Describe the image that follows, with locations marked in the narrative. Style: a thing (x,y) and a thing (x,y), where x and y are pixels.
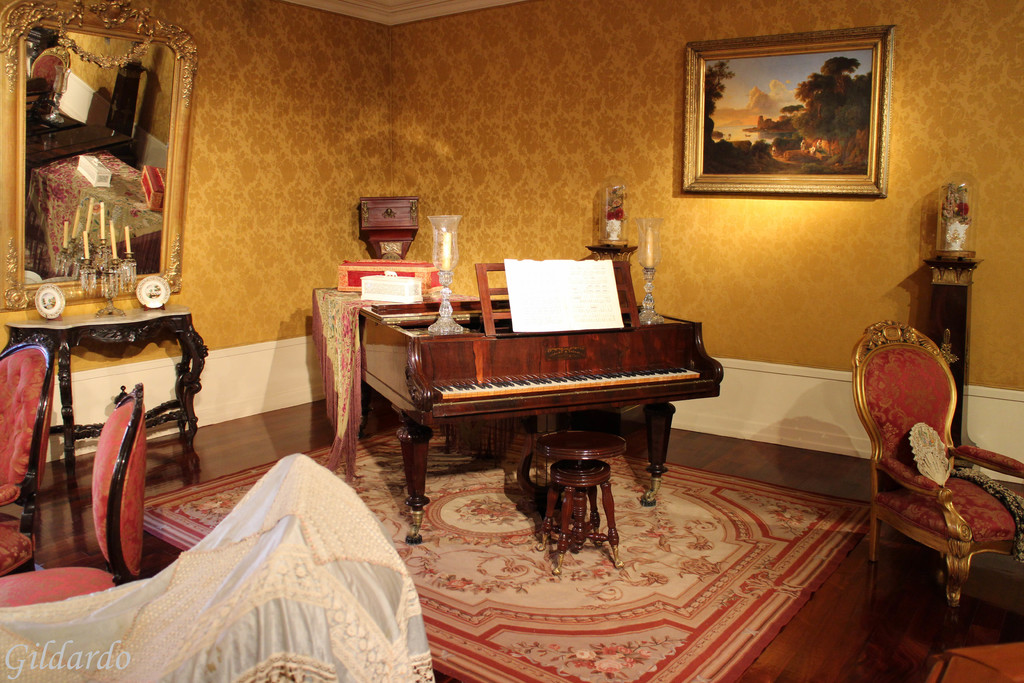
In this image we can see a piano (596,335), and here is the stool (571,448), and at back here is the chair (929,415), and here is the wall (658,199) and photo frame (770,122) on it, and here is the mirror (93,174), and here is the table (118,321) and some objects (130,268) on it.
